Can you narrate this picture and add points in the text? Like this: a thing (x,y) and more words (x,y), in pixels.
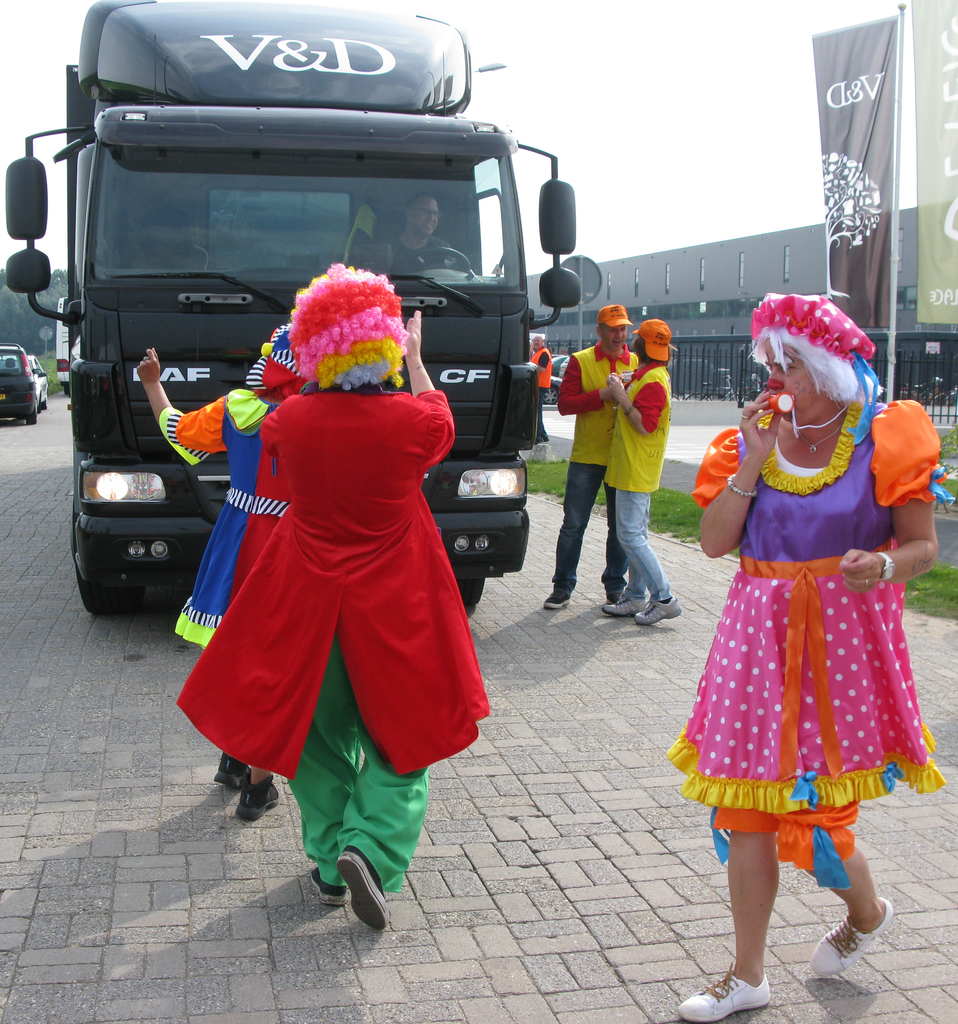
In this image, we can see some people (205,563) standing, there is a truck (162,315), in the background (10,407), we can see cars (10,407), at the top (593,125) there is a sky (617,82).
